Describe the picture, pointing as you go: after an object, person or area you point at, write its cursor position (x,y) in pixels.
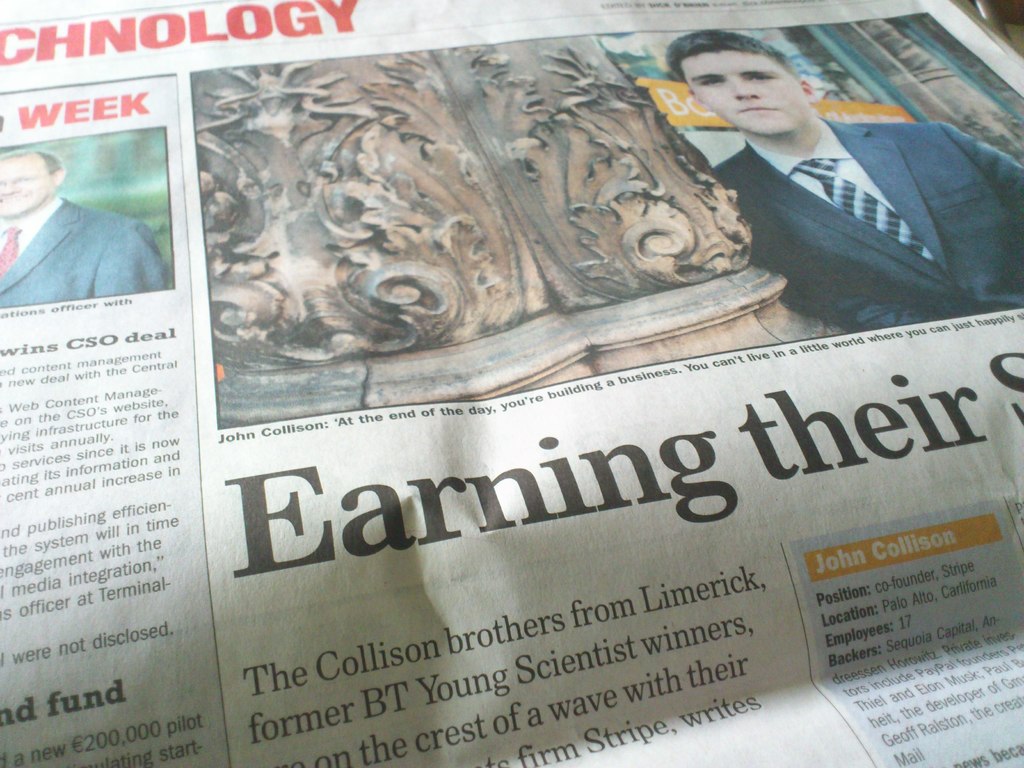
In this image we can see the newspaper (182,378). And we can see some text (385,708) on it. And we can see two men (752,167). And we can one pillar (458,250).
